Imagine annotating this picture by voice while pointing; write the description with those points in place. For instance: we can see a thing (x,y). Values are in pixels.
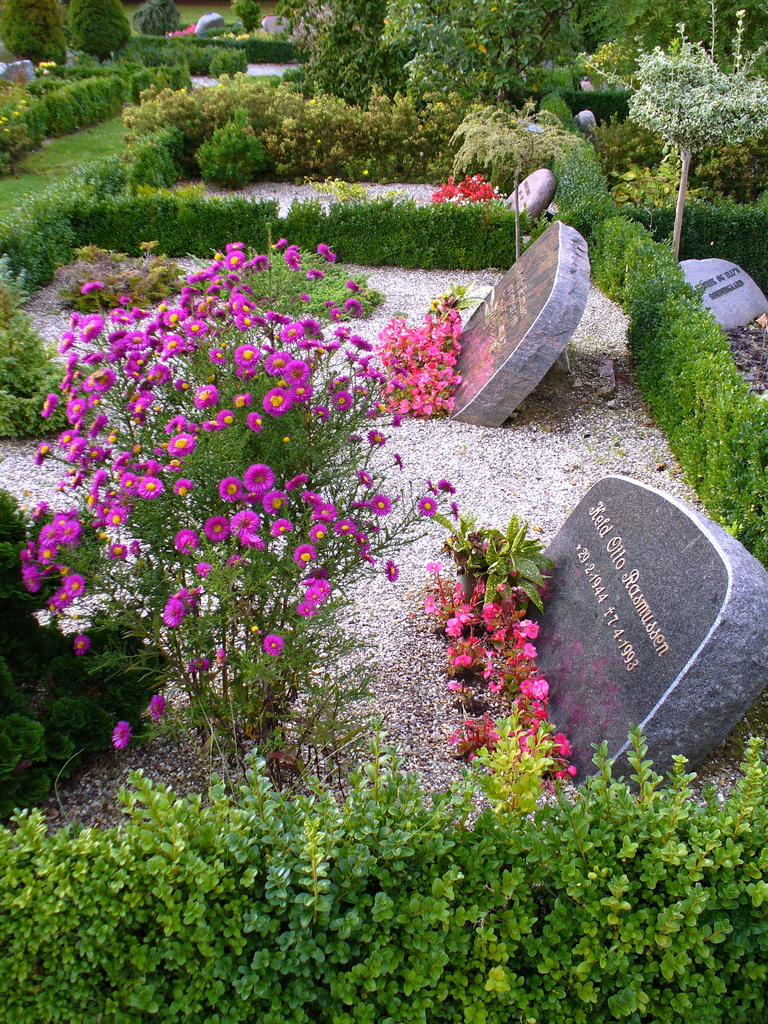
In this image we can see plants (349,294) with flowers (319,498) at the stone plates (536,310) and there are texts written on the stone plates (640,502). At the bottom (767,946) we can see plants (757,849). In the background (313,164) also we can see plants (370,97).
